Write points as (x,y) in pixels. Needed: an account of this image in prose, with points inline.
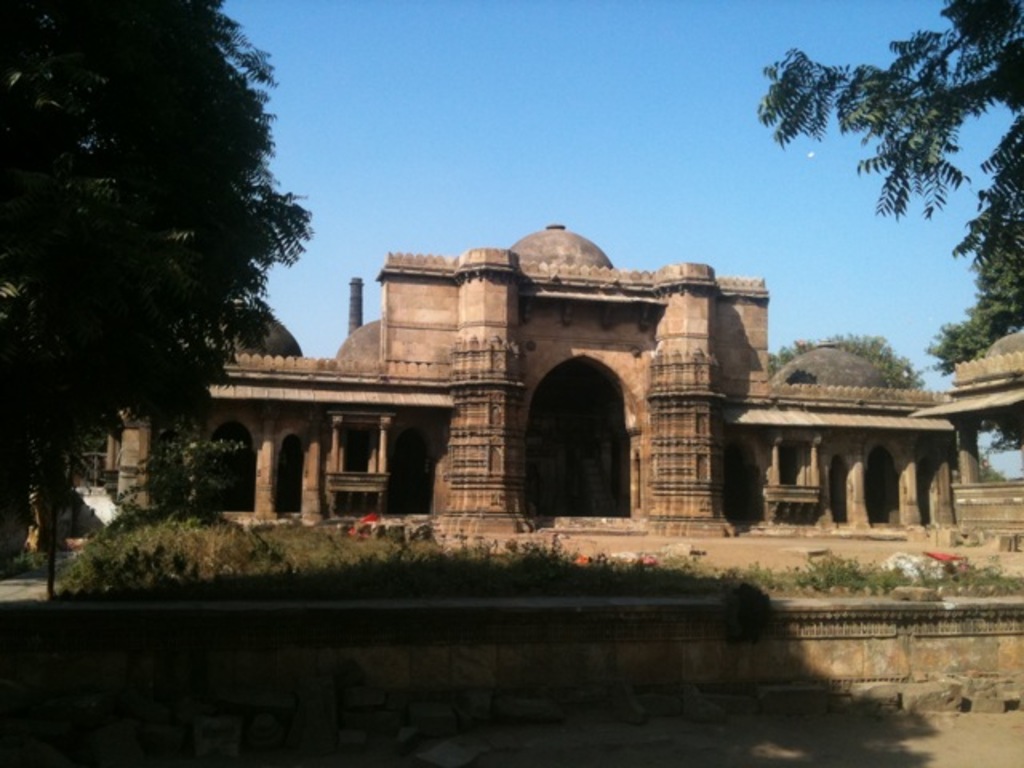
In this image I can see a building (265,425), few trees (936,138) and in the front of the building (444,517) I can see few colourful things (374,523) on the ground (996,554) and grass (548,561). I can also see the sky (700,186) in the background (818,179) and on the bottom side of this image (408,582) I can see a shadow (241,747).
